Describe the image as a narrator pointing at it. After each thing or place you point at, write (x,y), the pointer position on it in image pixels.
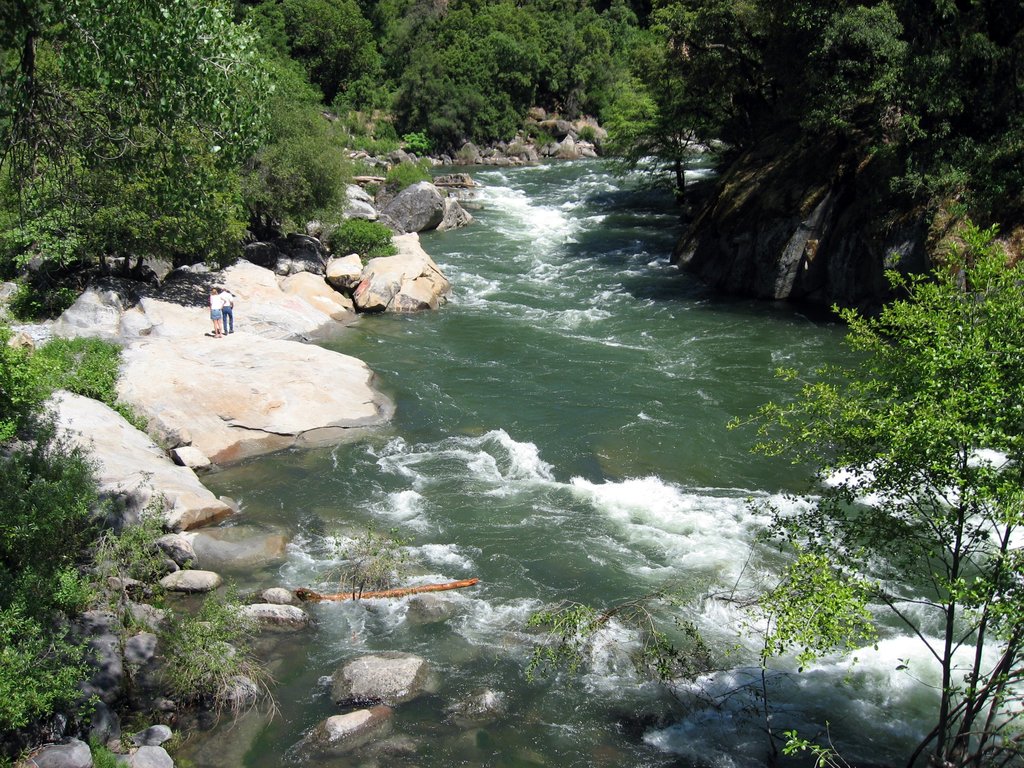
This image consists of a river (523,710), where the water (419,494) is flowing. To the left (202,335), there is a rock (246,300) on which two persons (224,302) are standing. There are many trees (839,559) and plants (884,311) all over the image.
